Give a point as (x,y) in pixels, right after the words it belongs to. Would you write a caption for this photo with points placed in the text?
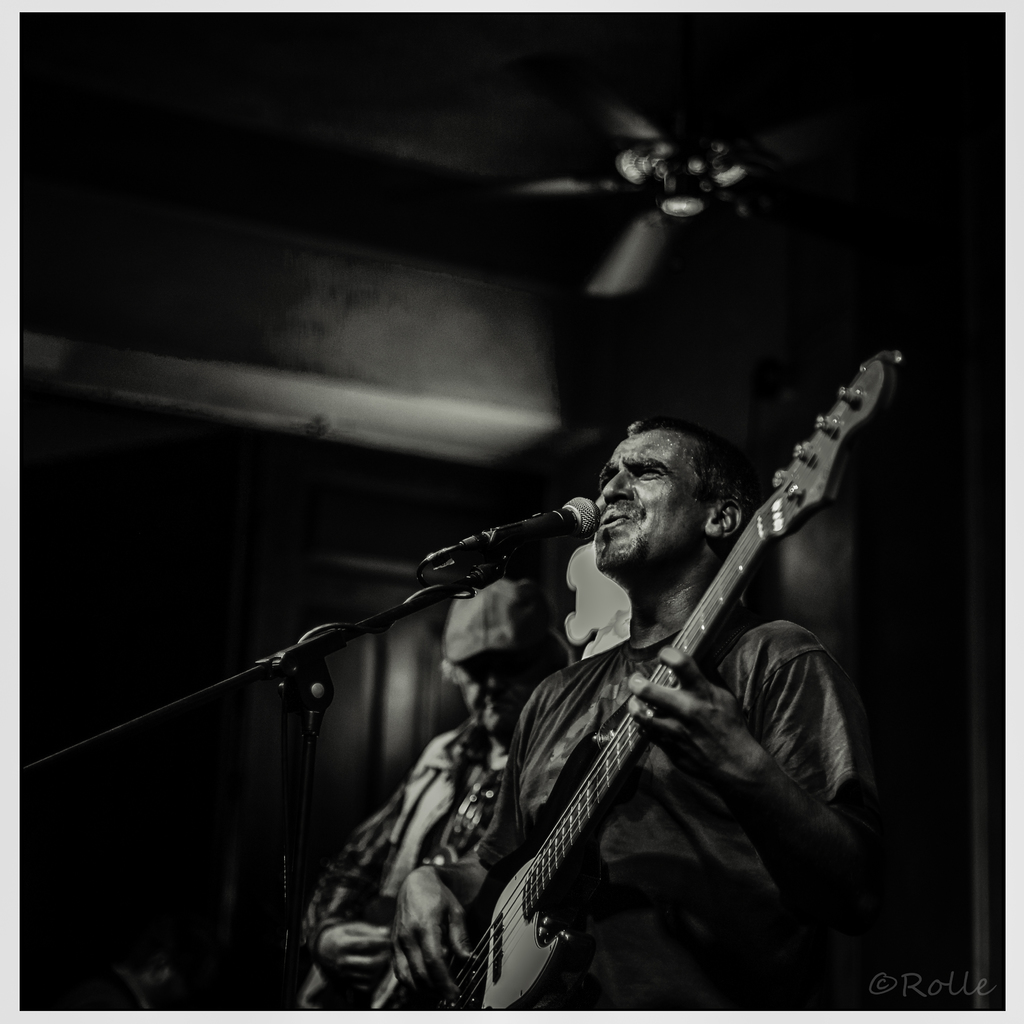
In this image the person (597,679) is standing and singing in front of the mic (562,519) holding guitar (522,890) and playing it in his hand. the person (434,773) standing at the left side (303,990) is holding a guitar (315,986) and in the background (411,651) there is a door (383,689), on the roof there is a fan (649,175).
